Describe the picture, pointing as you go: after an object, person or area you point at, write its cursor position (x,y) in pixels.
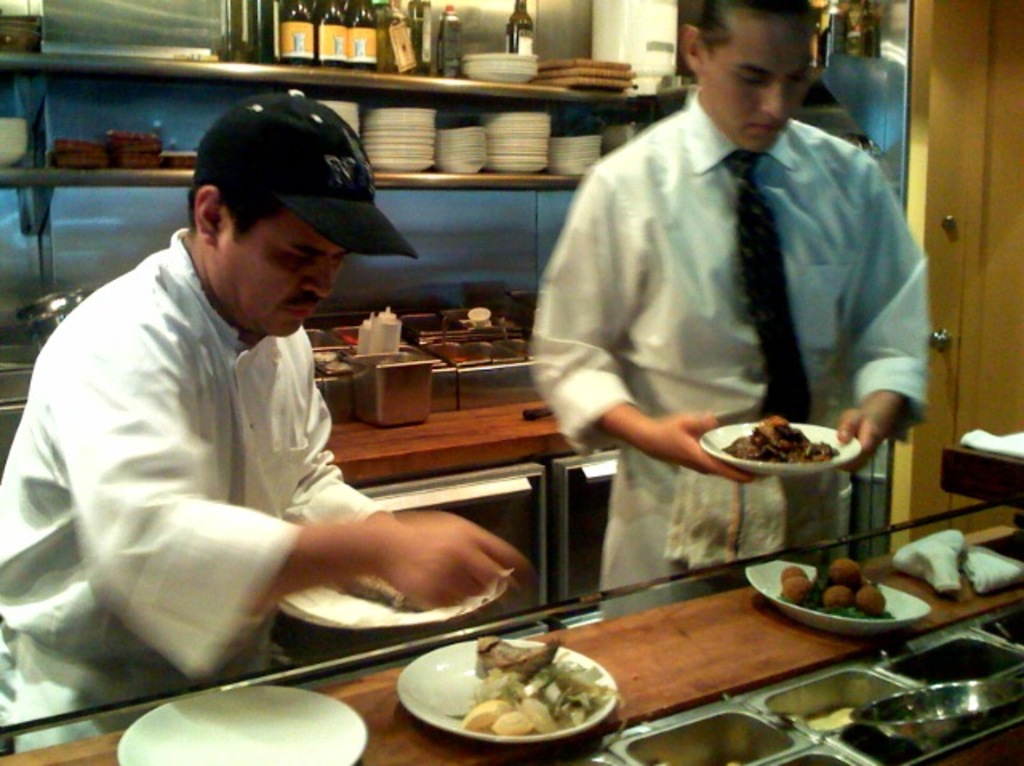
On the left side (310,511) a man (367,532) is keeping the food items (509,711) in a white color plate (545,738), he wore white color dress (246,445), black color cap (354,237). On the right side (843,148) another man (830,473) is holding the plate (838,463) in his hands (861,460).
